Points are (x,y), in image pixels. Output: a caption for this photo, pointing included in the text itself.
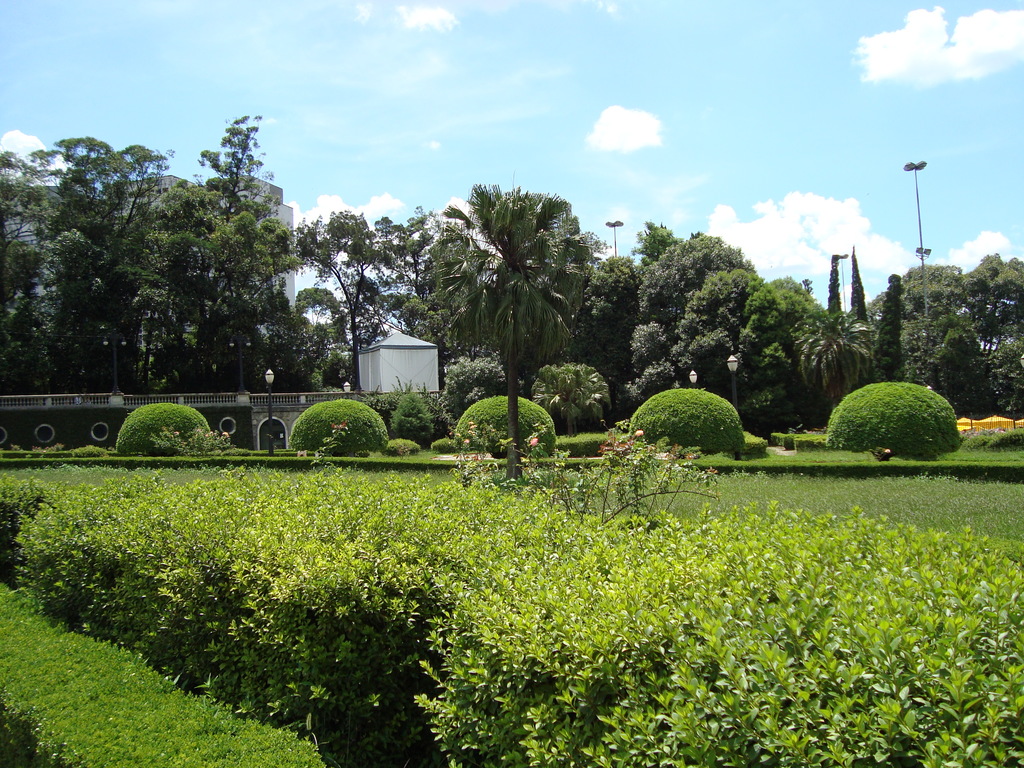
In the picture we can see a garden (617,626) with grass surface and plants (899,645) and behind it, we can see different types of trees (369,330) and behind it, we can see a pole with lights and a sky (519,108) with clouds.
